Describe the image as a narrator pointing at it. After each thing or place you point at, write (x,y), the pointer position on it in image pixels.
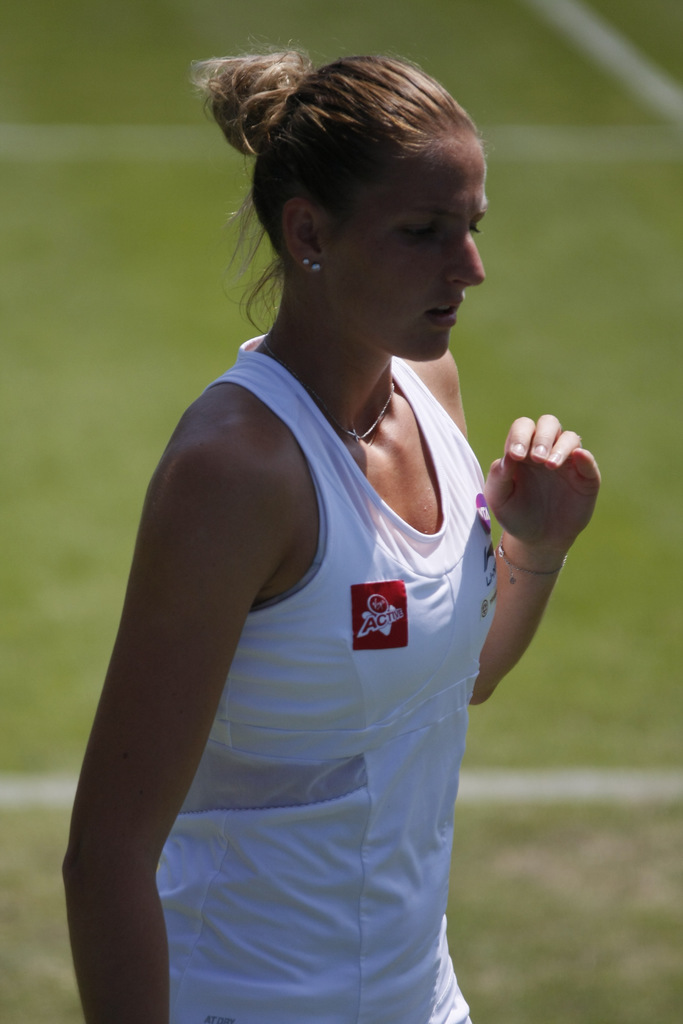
In this image, I can see the woman (365,919) standing. She wore a white dress (339,879). The background (517,69) looks green in color.
